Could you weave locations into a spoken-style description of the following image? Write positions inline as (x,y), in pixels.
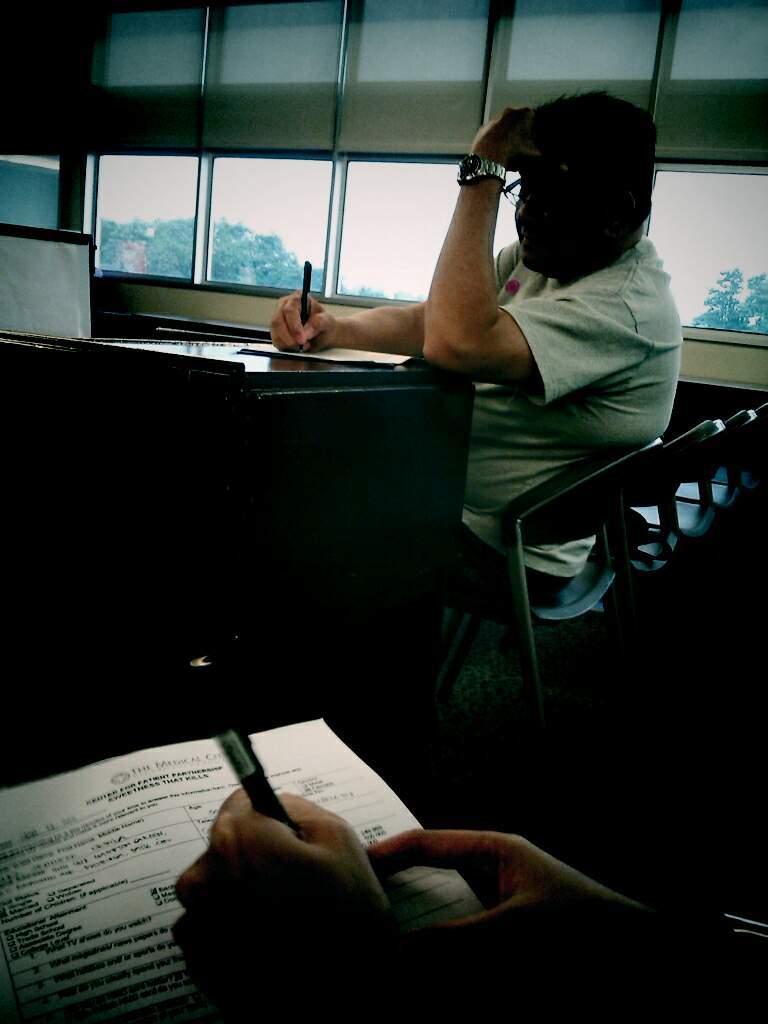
In this image I can see two people (305,839) holding the pens (267,808) and one person (203,930) holding the paper (130,927). I can see there is a paper (315,353) in-front of another person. In the background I can see the glass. Through the glass (227,281) I can see the trees (244,236) and the sky (270,176).
